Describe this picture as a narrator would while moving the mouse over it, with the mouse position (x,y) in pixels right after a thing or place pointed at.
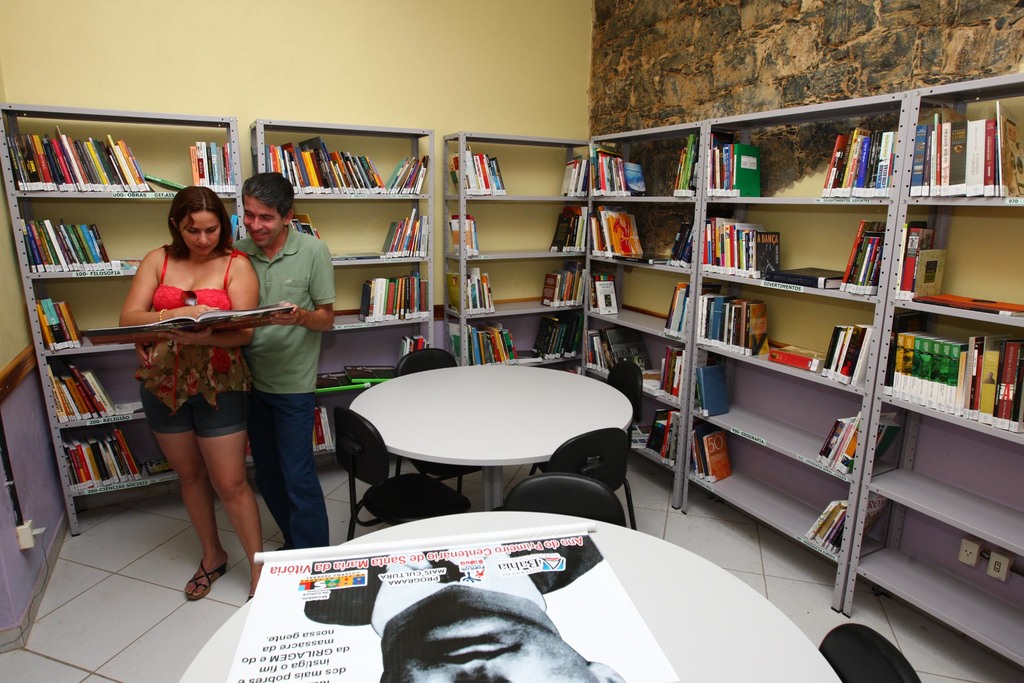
This image is taken inside the room (378,268). There are two people (173,220) in this room (106,297), a man (276,208) and a woman (240,478) standing on the floor (127,538). In the middle of the image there is a table (775,663) and a banner (508,626) on it. At the background (466,6) there is a wall (130,4) and a bookshelves (33,190) with a books (411,244) in it. In the right side of the image (849,674) there is a chair (867,682).
